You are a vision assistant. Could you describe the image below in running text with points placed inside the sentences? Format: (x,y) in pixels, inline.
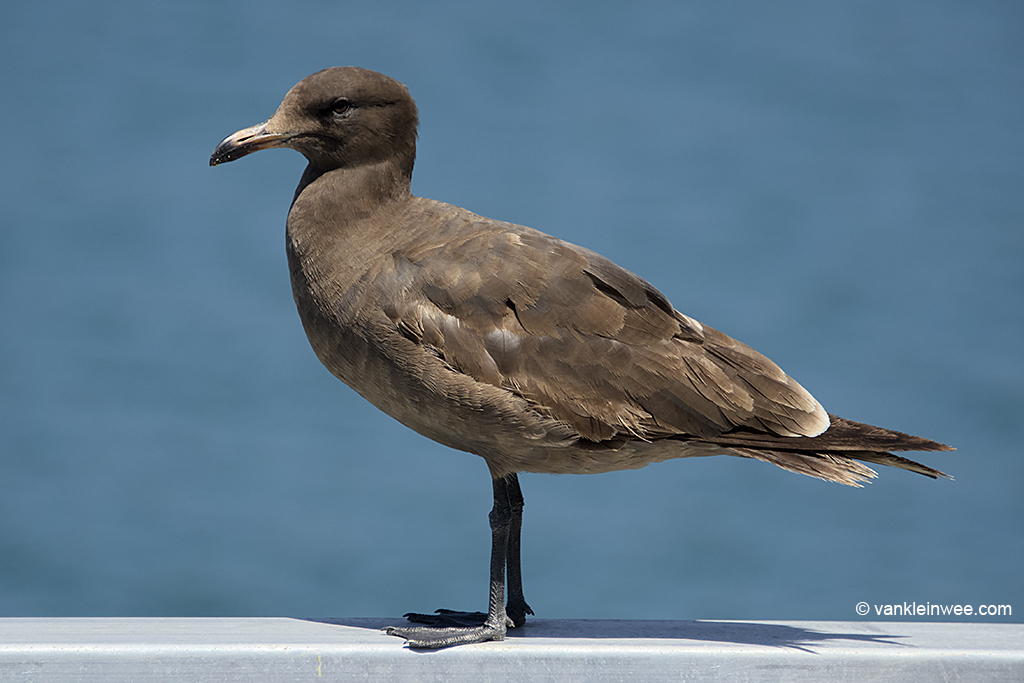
In this image we can see a bird (463,321), it is in brown color, here is the eye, here is the beak (249,134), and the background (983,209) it is blue.
